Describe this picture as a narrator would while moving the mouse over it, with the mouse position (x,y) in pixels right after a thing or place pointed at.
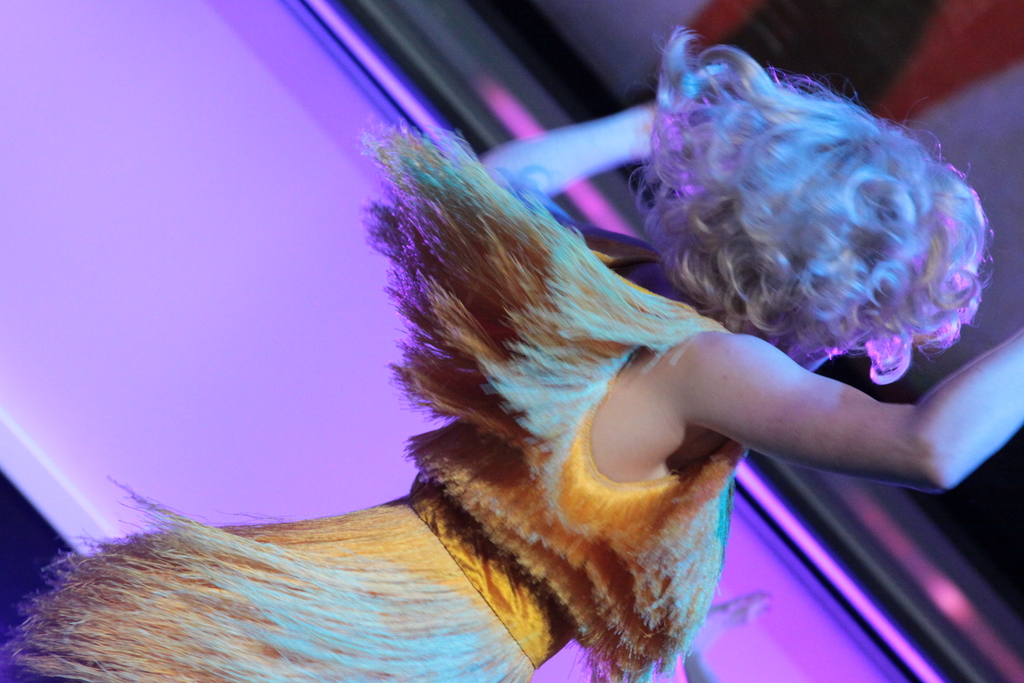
In this image we can see a woman (558,428) dancing, and some part of the background (348,355) is pink in color.
